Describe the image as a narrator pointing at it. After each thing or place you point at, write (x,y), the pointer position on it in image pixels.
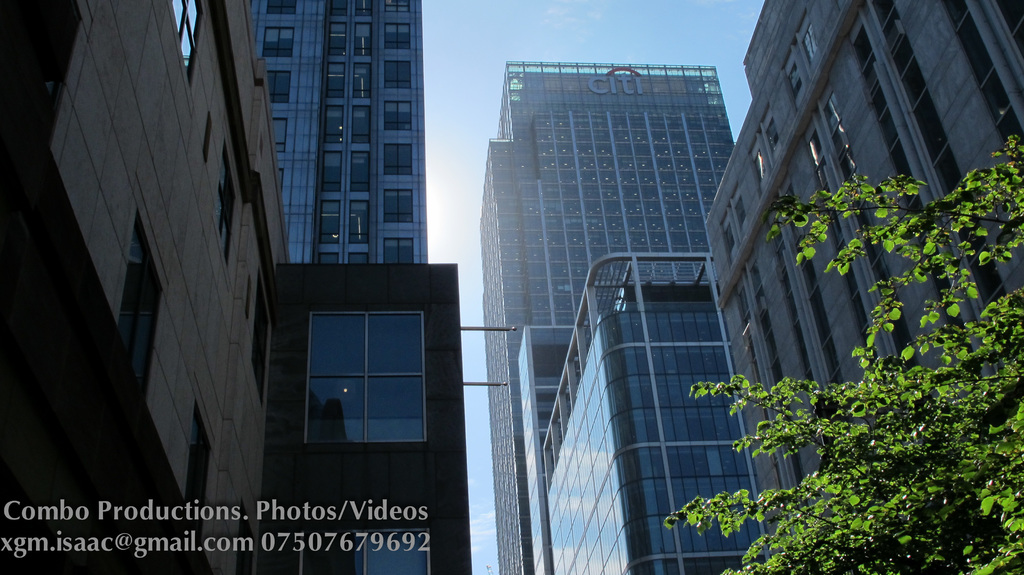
In this image I can see many buildings (528,256). To the right (937,343) I can see the tree (903,420). In the background (566,37) I can see the sky (489,65).
